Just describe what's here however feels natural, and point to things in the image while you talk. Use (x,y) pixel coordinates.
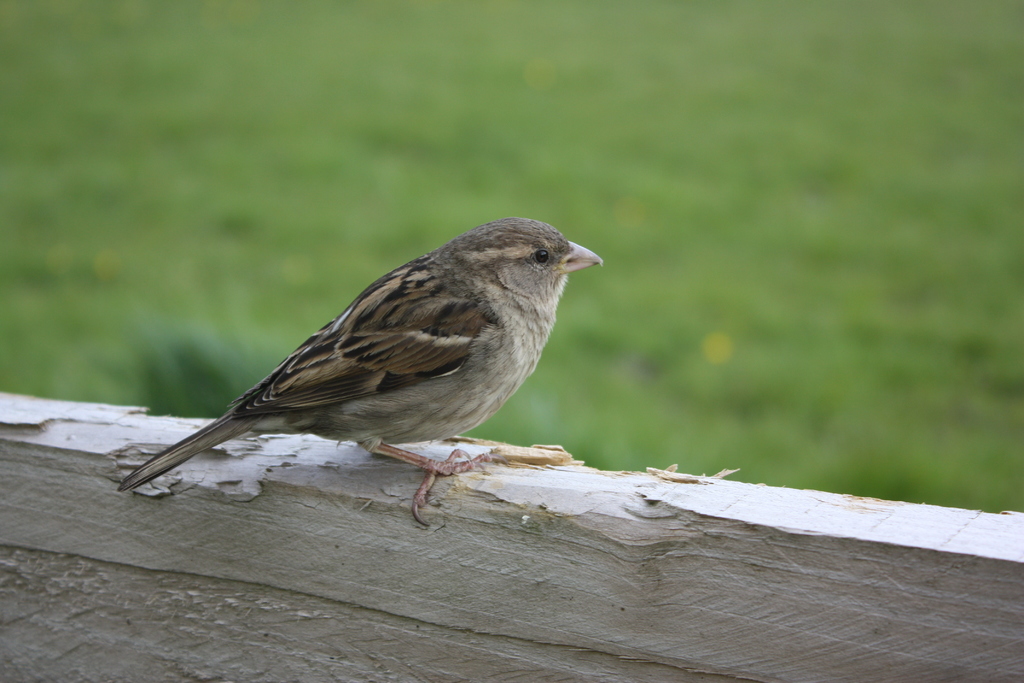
In this picture, we see a sparrow (402,359) is on the wooden wall (329,580). In the background (850,335), it is green in color. This picture is blurred in the background (194,215).
